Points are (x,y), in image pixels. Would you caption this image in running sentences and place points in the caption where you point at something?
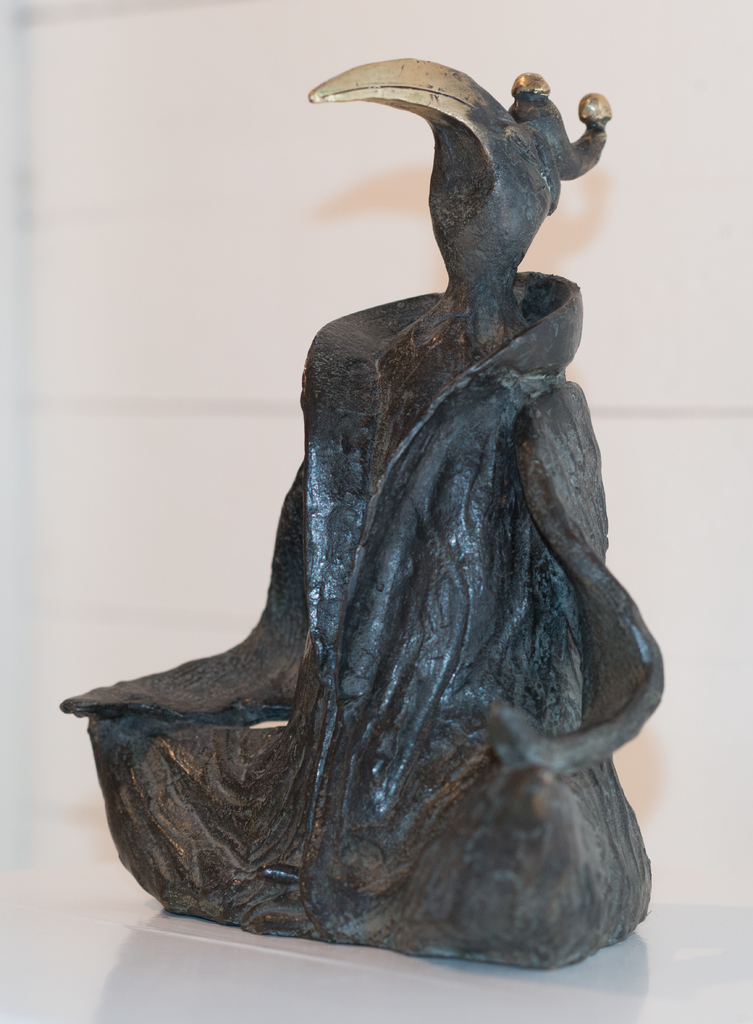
In the center of the image (420,423), we can see a sculpture (403,785).
